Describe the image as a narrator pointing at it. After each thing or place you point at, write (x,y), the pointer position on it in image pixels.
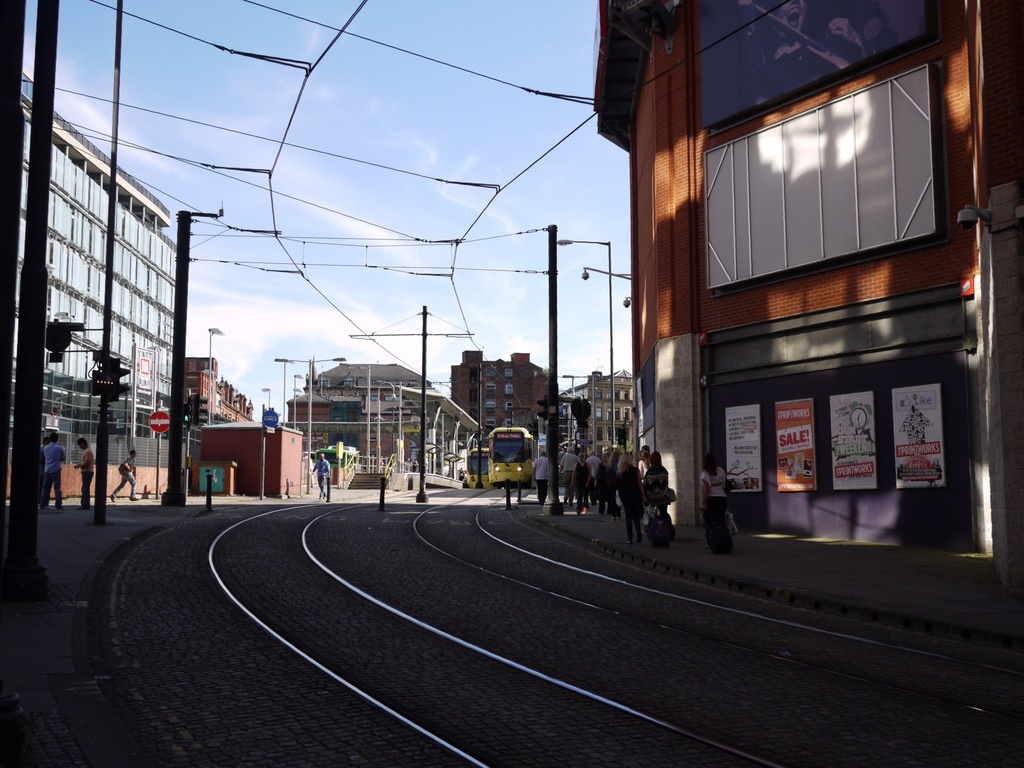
At the bottom of the image (641,618) I can see two tracks (463,560) on the road (199,660). On both sides of the road (241,668) there are some poles (97,517) on the footpath (892,595) and I can see few people (588,497) are walking. In the background (526,474), I can see yellow color vehicle (492,455) on the track (486,503) and there are some buildings (349,398). On the top of the image (379,109) I can see the sky (433,104).
